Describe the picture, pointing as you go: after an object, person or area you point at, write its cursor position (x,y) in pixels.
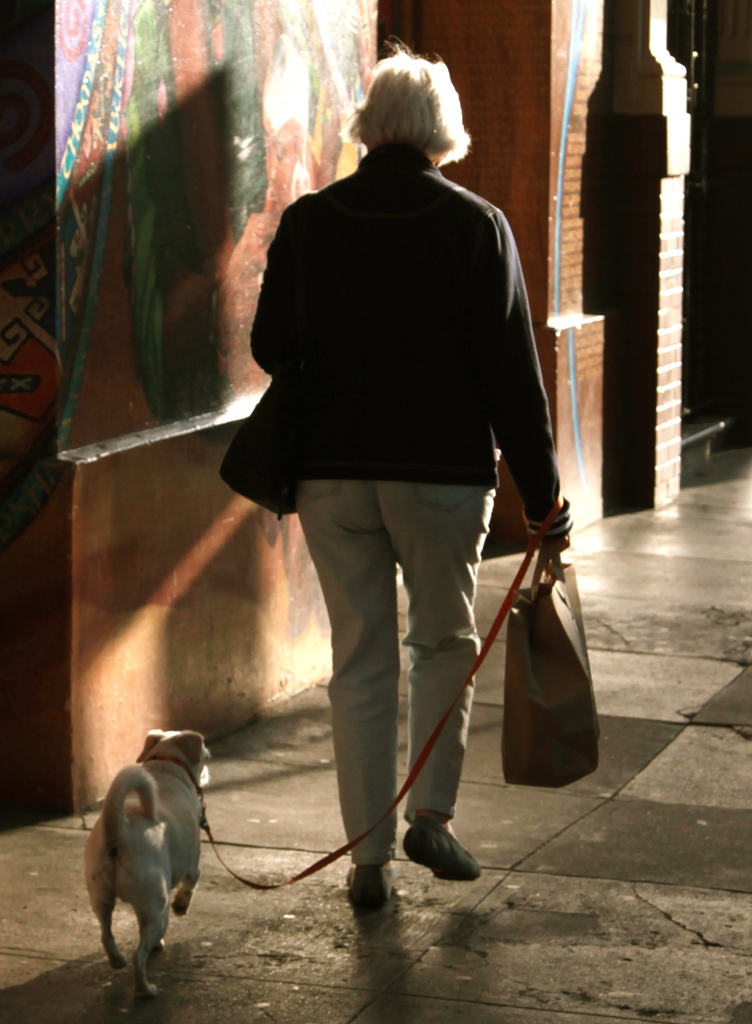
He is walking like slowly. He's wearing a bag (532,643) and dog lead (525,566). We can see in the background (481,752) there is a red wall brick (181,523) and road (488,746).
